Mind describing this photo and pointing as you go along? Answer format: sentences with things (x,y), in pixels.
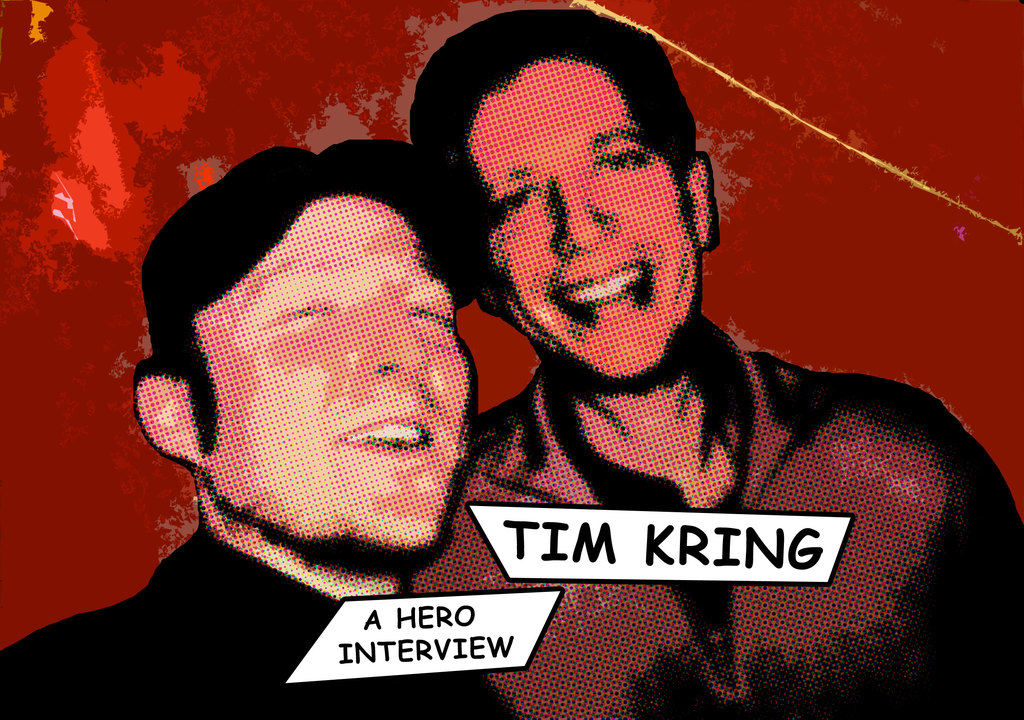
In this picture we can see a red color object (727,17) which seems to be the poster (727,137) on which we can see the pictures (406,459) of two persons (311,508) and we can see the text (661,565) on the poster (765,588).
